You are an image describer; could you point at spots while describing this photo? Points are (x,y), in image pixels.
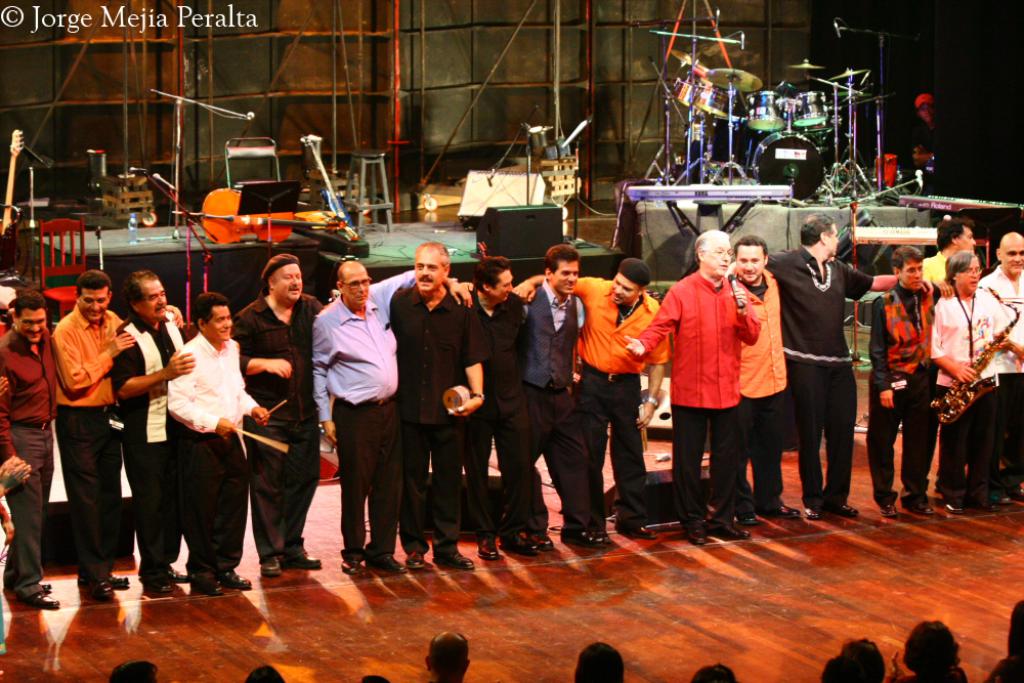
In this image, we can see a group of people (994,472) are standing on the floor (738,573). In the background (453,253), we can see stage (415,217), chairs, rods (102,269), musical instruments (915,241), few things (549,194) and glass objects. At the bottom of the image (922,654), we can see people heads (136,680). On the left side (108,19) top corner, there is a watermark (144,20) in the image.
